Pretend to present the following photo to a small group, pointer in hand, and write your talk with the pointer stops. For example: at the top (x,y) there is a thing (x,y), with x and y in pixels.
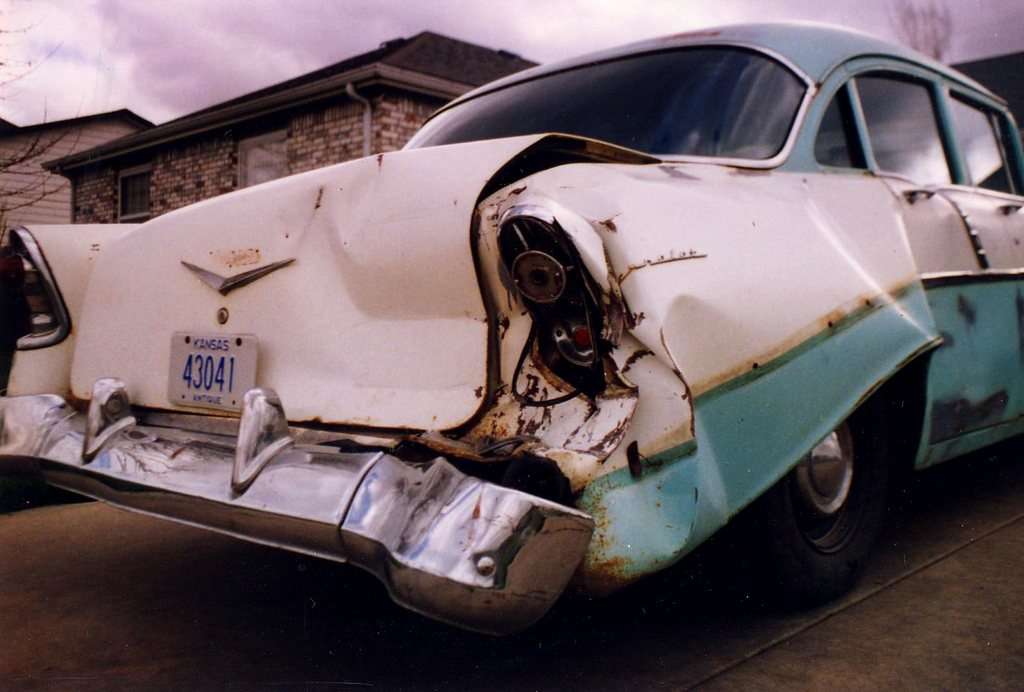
In this image there is a car (475,324) parked on the road (115,558). The rear part (362,344) of the car (308,396) is damaged. Behind the car (478,195) there are houses (224,148). At the top (344,16) there is the sky (206,24).
